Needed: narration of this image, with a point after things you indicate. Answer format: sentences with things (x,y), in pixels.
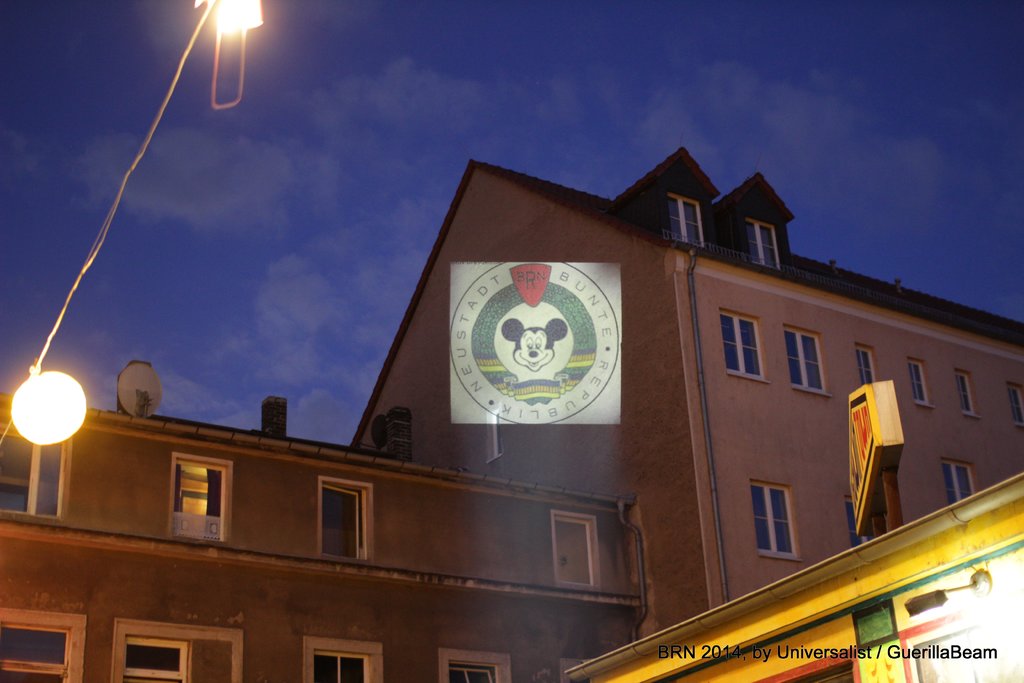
In this picture I can see three buildings (488,463), there are lights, a board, it is looking like a laser light (558,279) on the wall (548,279), and in the background (520,45) there is sky (676,58) and there is a watermark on the image.
